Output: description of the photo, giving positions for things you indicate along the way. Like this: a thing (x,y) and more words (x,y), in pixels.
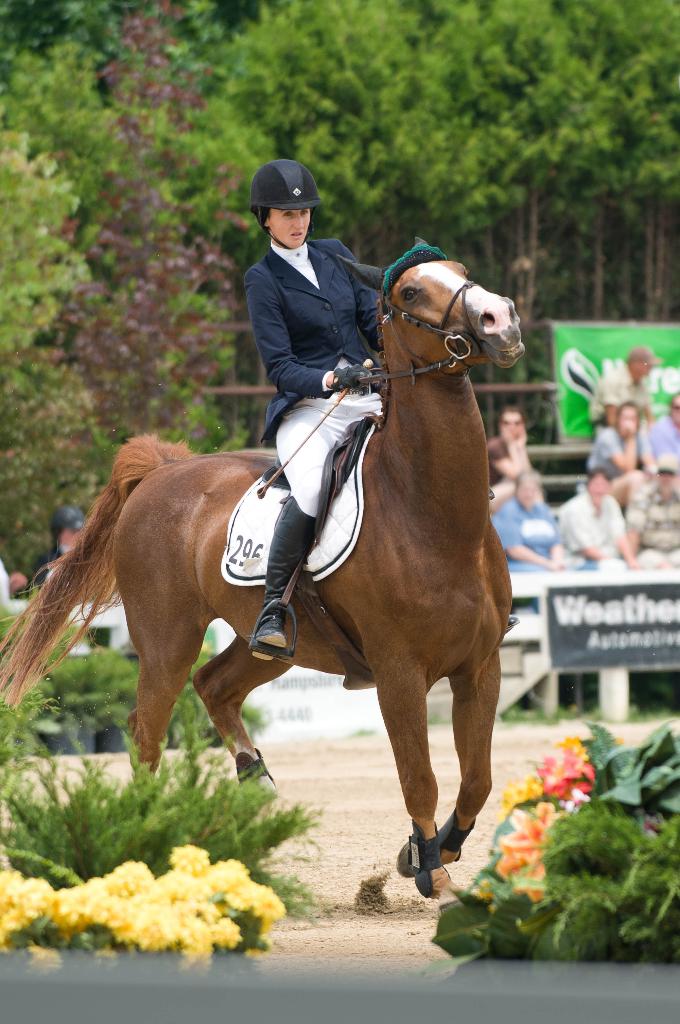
In this image I can see a woman (334,285) riding a horse (374,433). In the background (505,451) I can see number of people (511,489) and number of trees (452,106). Here I can see few flowers (28,952).
